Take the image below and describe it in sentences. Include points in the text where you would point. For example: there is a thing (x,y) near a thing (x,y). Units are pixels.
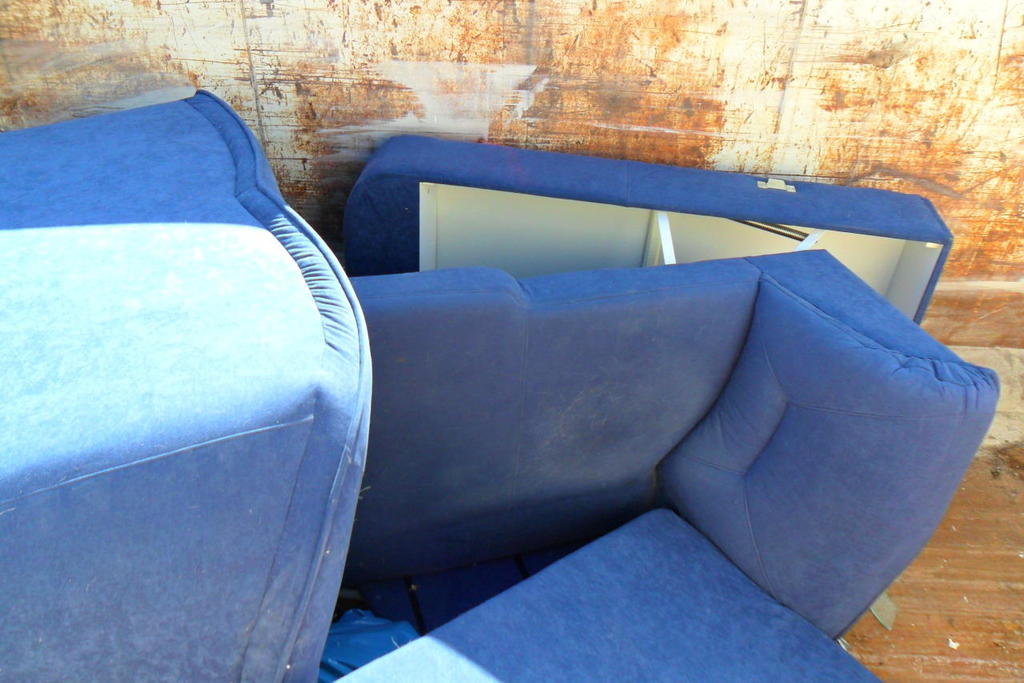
On the background (662,74) i guess it's a rusted wall (646,72). Here we can see couches (749,345) in blue colour.
